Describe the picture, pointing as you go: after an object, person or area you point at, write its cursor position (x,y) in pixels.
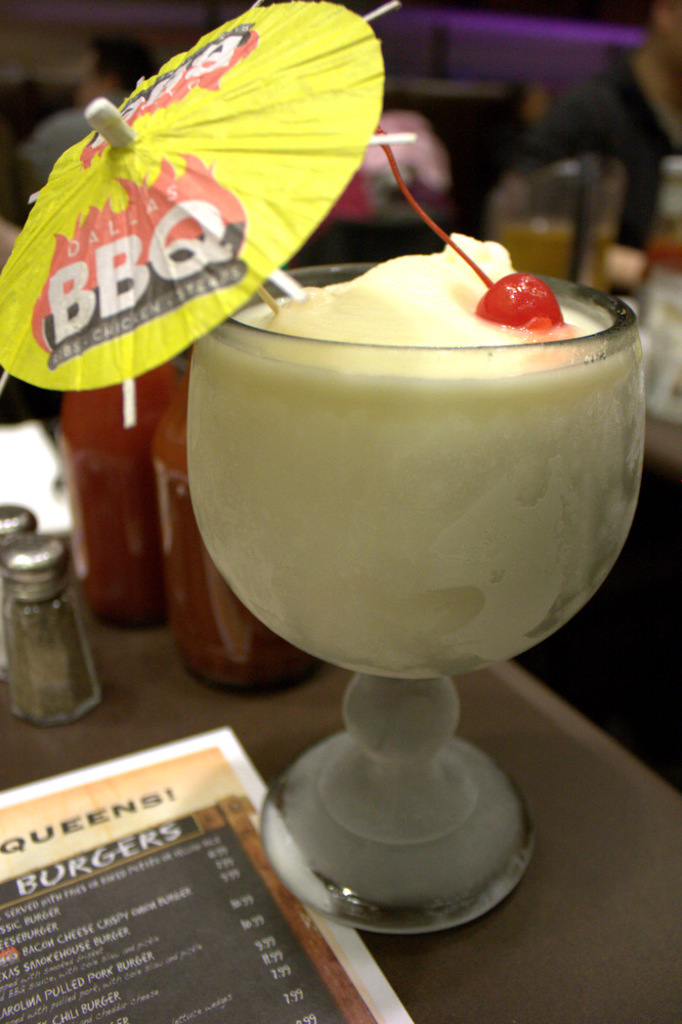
In the foreground (308,446) I can see a dessert cup (379,457), bottles (212,632), jars (47,538) and a menu card (218,742) on the table (239,732). In the background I can see a person (587,171), tables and a wall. This image is taken may be in a restaurant (331,609).
